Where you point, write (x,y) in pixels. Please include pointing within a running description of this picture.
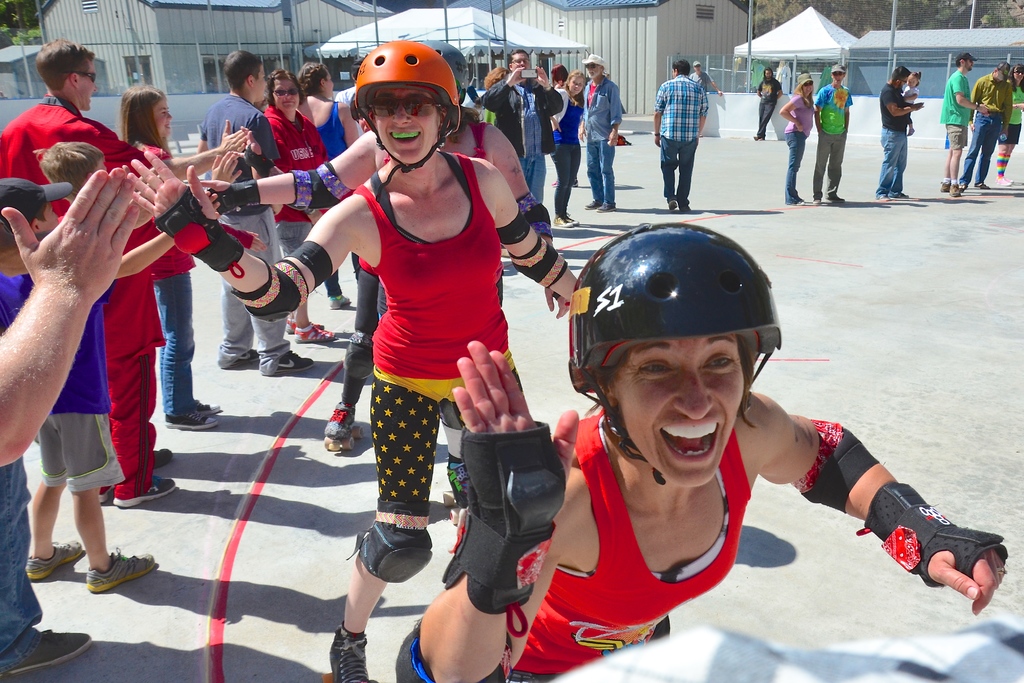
In this image I can see three beautiful women (635,310) are doing the skating, they wore red color tops (459,320), black color shorts (408,441) also smiling. On the left side (60,225) a group of people (67,361) are standing, at the back side (335,7) there are sheds (119,23).
